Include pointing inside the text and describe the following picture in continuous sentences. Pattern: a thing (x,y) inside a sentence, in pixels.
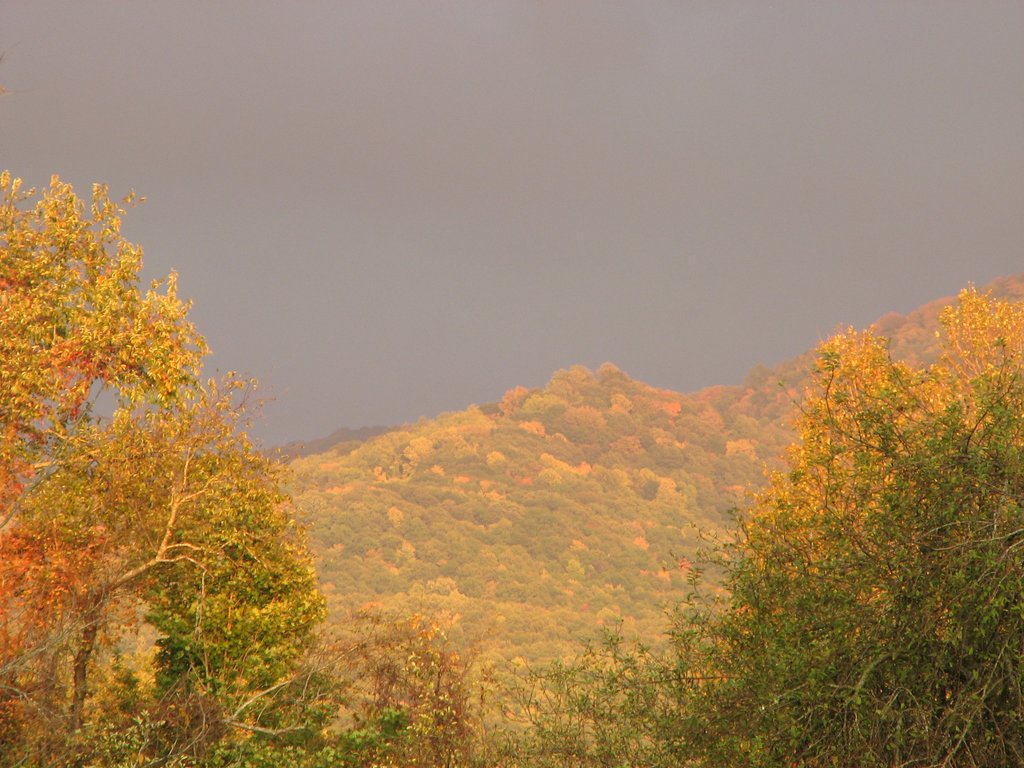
In this image there are few trees (982,670). Behind there is a hill (562,472) having few trees (541,466). Top of the image (466,198) there is sky (439,188).
